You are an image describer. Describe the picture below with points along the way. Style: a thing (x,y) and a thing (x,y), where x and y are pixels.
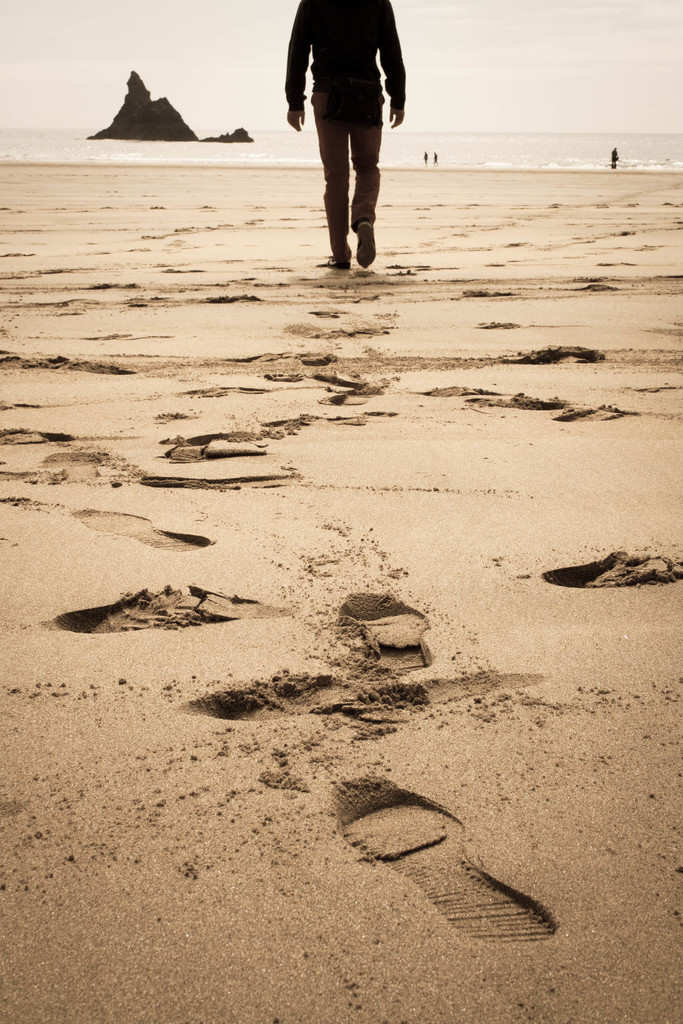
In the image there is a person (340,129) walking on beach (450,577), in the front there is a small hill (156,120) in the ocean (228,143) with few persons (425,154) walking in the water (552,164) and above its sky (200,45).
